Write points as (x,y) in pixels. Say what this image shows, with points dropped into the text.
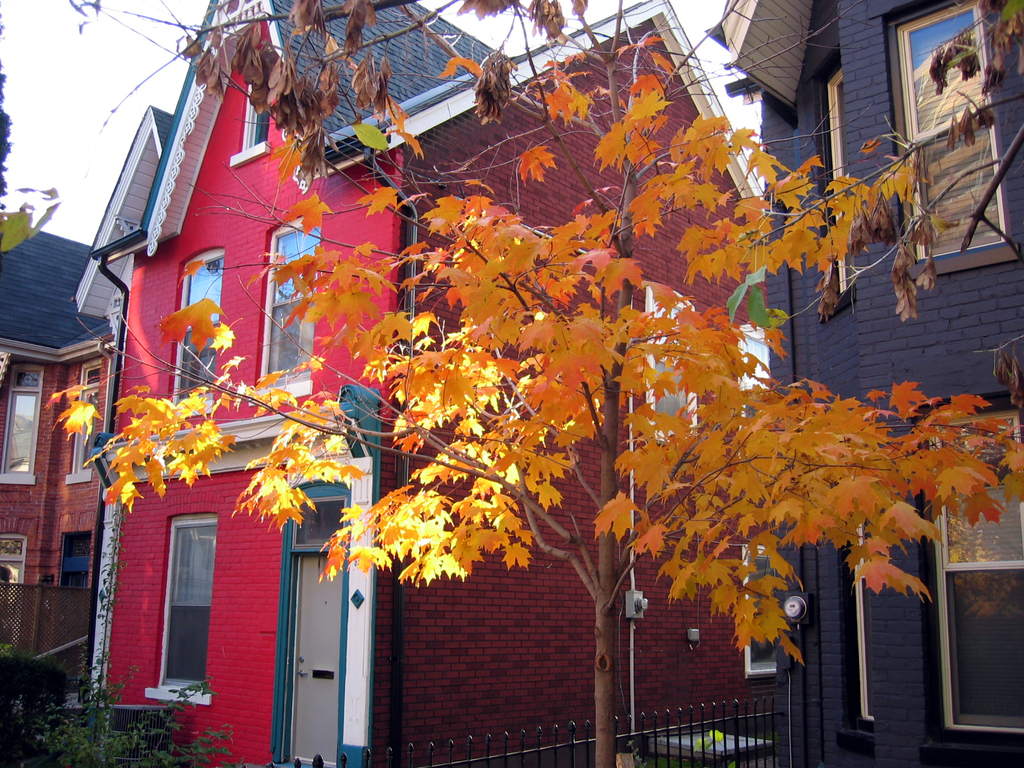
In this picture we can see few buildings (271,545), trees (271,516) and plants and in the background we can see the sky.
